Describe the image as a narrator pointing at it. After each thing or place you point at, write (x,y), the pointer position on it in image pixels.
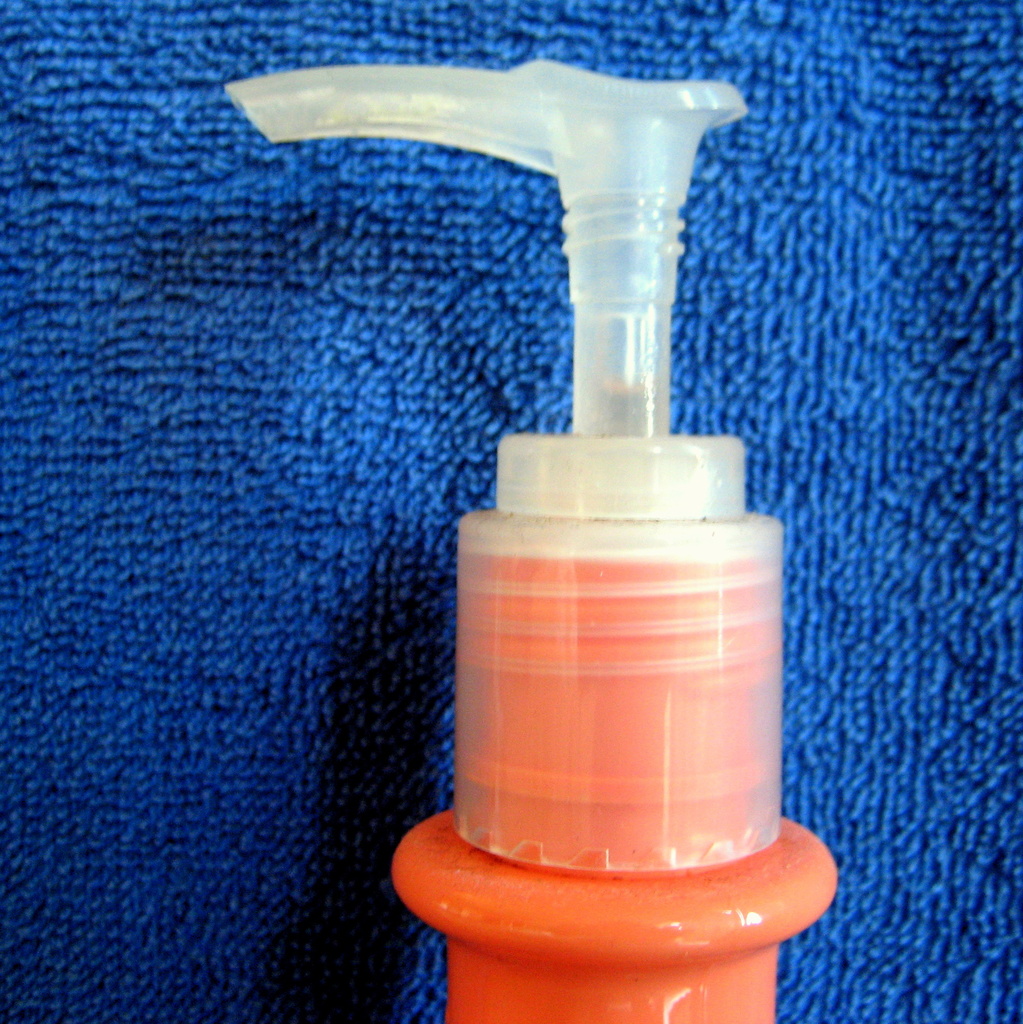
In the foreground of this image (537,492), there is a top part of a sprayer (651,674) which is a plastic object (632,466) on a blue cloth (297,516) like an object (234,552).
